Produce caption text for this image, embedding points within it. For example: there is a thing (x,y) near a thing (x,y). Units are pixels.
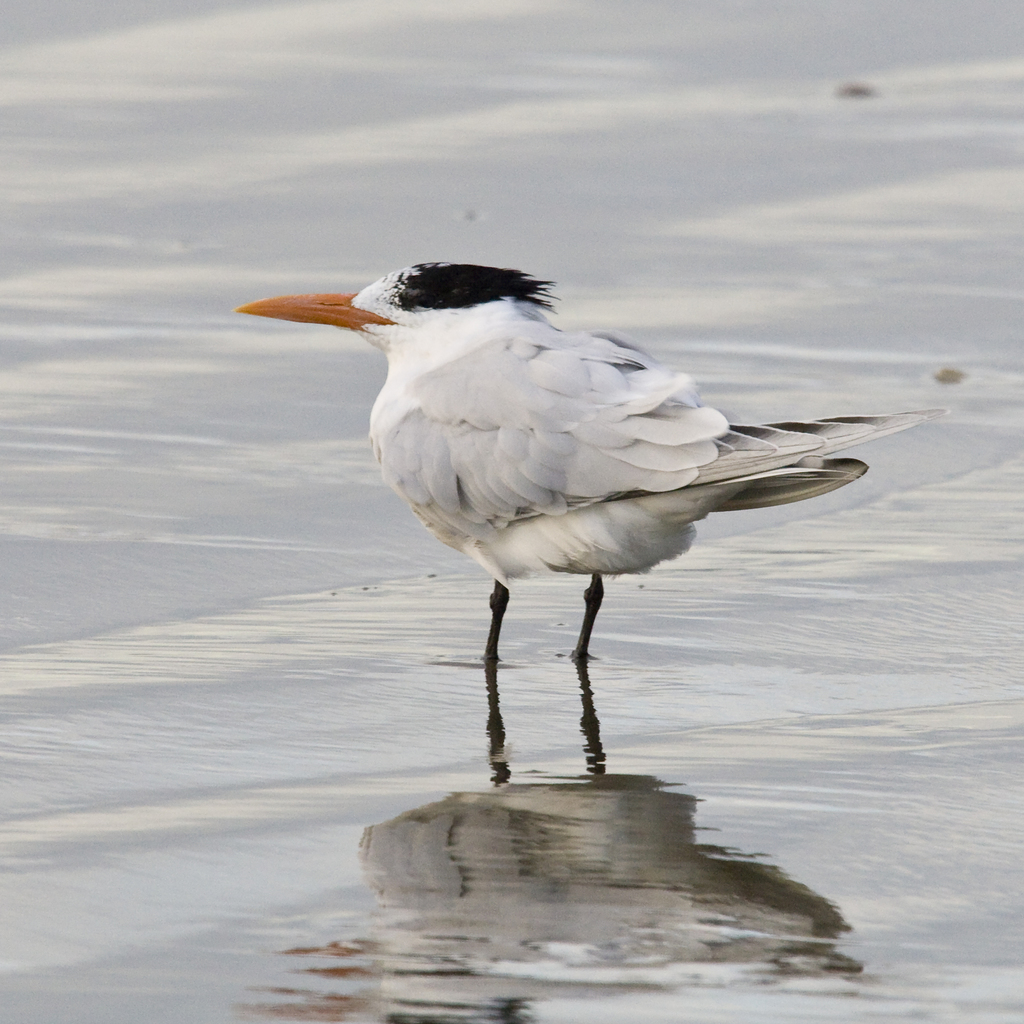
In the center of the image (470,447) we can see a bird (499,414). At the bottom (505,885) there is water (700,846).
